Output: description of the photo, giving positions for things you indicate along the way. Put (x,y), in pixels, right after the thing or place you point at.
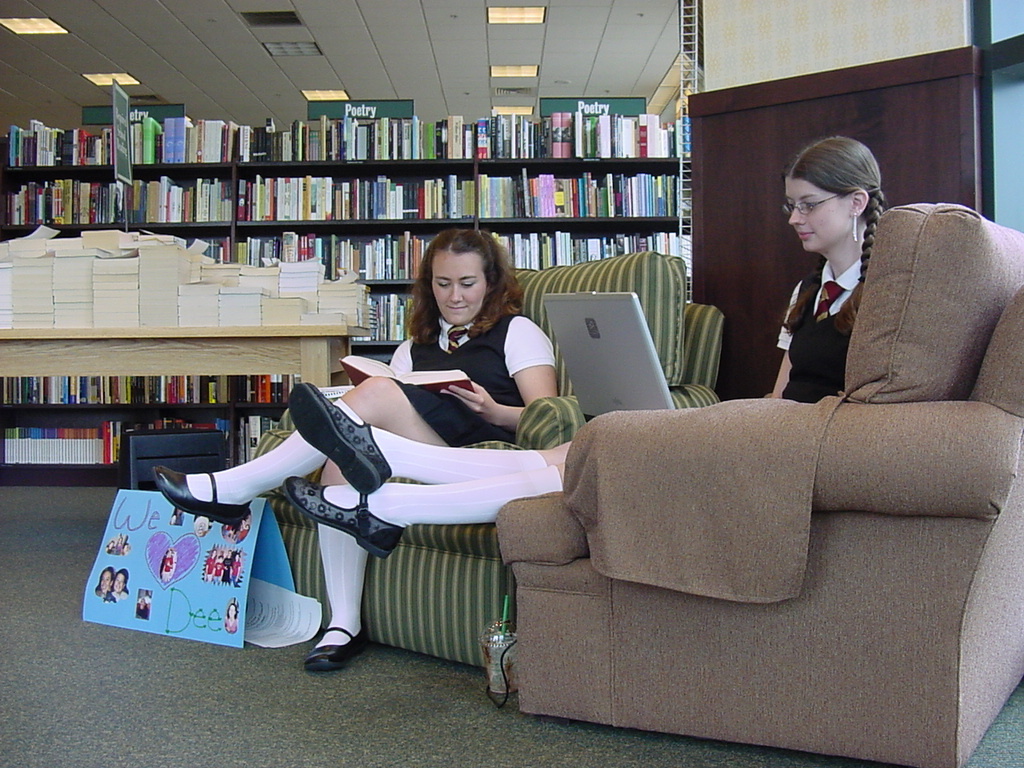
In this image we can see women (510,350) sitting on the couches (647,316) by holding book (441,388) and laptop (578,390) in their hands (455,388). In the background (316,197) we can see books (261,155) arranged in the cupboards (356,168) and on the table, electric lights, name boards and papers (223,571) pasted on the cardboard (203,574) which is placed on the floor (36,548).
